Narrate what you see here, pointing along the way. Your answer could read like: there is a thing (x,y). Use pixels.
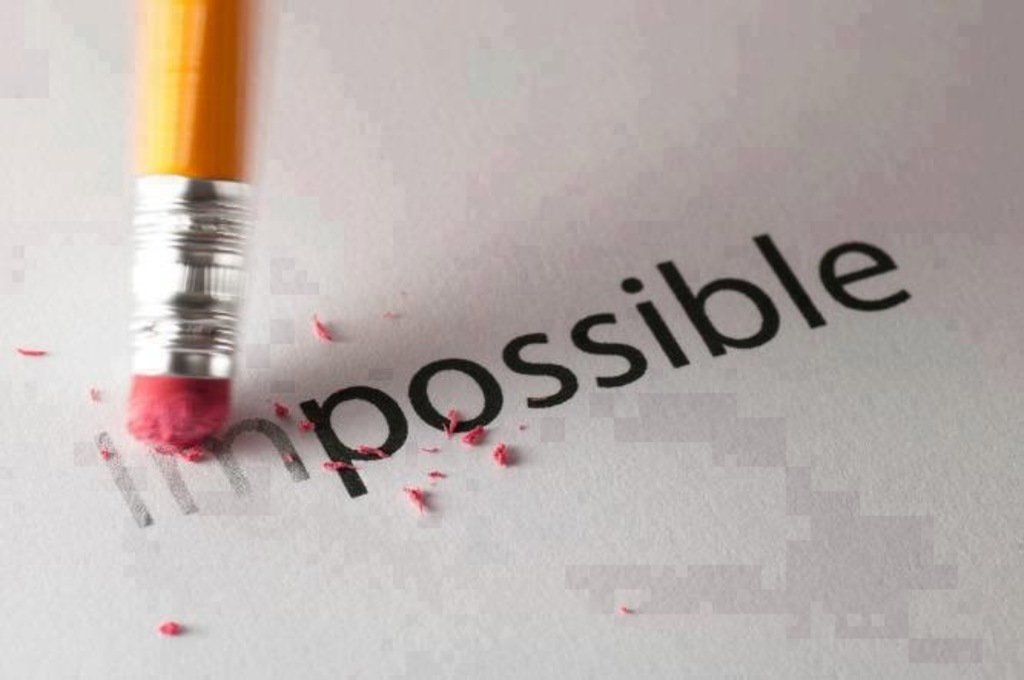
In this image we can see pencil (219,141) and eraser (211,403) on paper (630,405).
